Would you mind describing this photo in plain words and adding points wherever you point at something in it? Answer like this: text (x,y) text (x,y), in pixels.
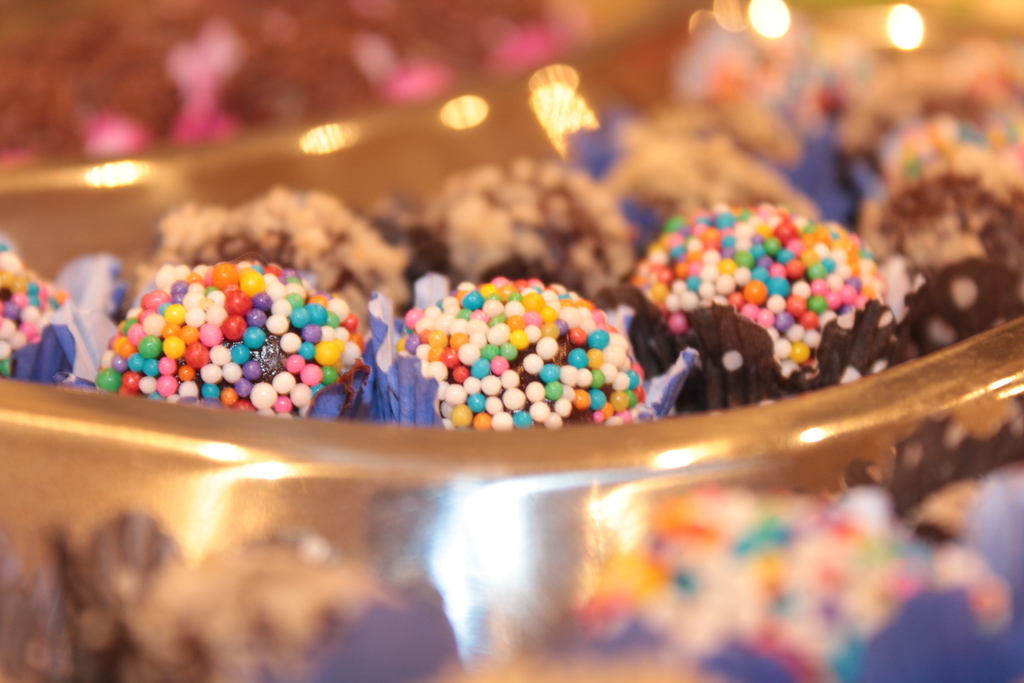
In this image we can see a bowl (460,486) containing desserts (512,305).
